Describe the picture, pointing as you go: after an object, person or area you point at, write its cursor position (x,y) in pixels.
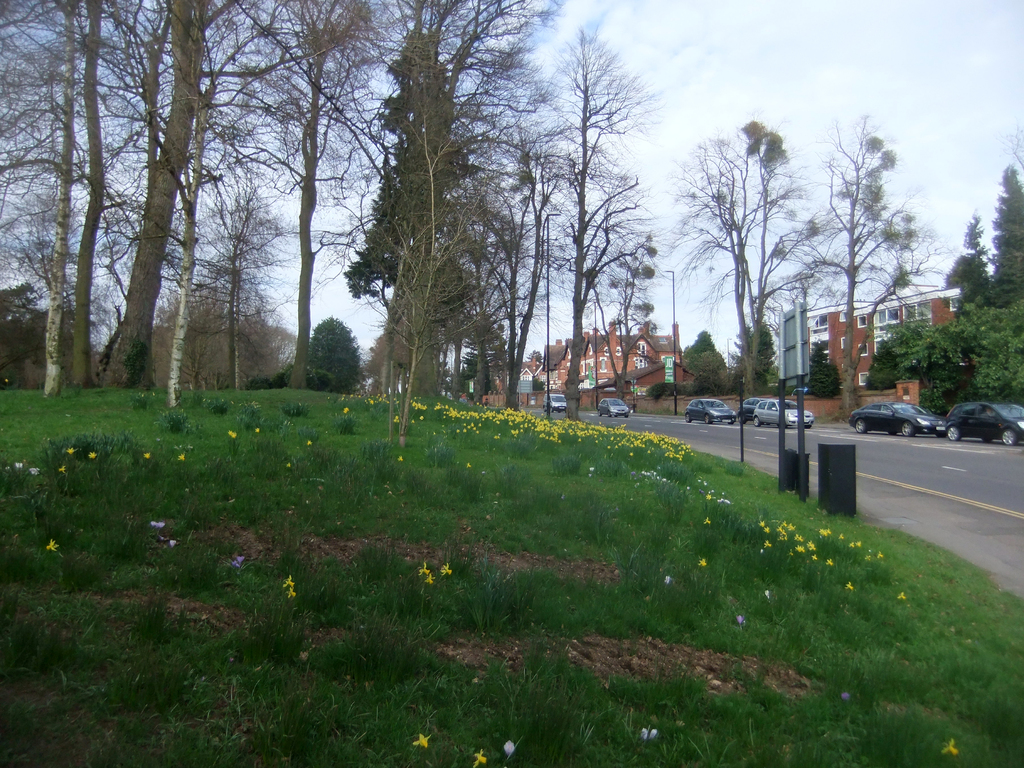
In this picture we can see the trees (979,278), buildings (930,292), windows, poles (548,377), lights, board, vehicles (608,403). In the foreground of the image (227,572) we can see the grass (558,479), flowers (675,483) and the road (789,438). At the top of the image (563,88) we can see the clouds (622,37) in the sky (825,96).
